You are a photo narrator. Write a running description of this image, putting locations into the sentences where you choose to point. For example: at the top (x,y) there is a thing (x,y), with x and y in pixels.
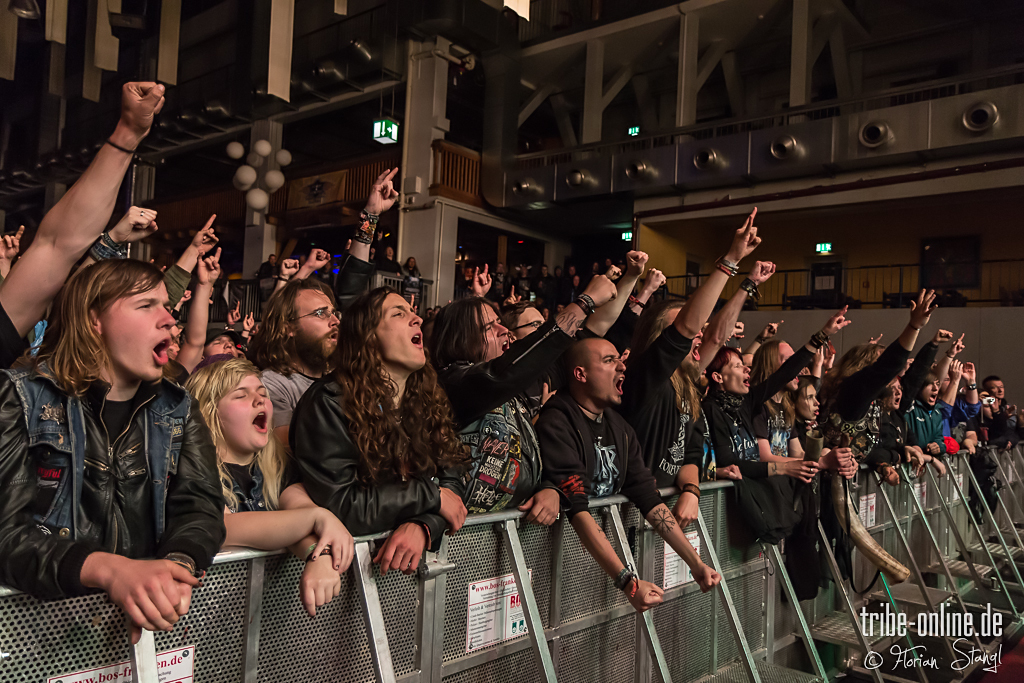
In this image we can see people (650,380). At the bottom (647,626) there is a fence (581,625). In the background (796,170) there is a building (724,200) and we can see railings (849,291). There are lights (395,141).
